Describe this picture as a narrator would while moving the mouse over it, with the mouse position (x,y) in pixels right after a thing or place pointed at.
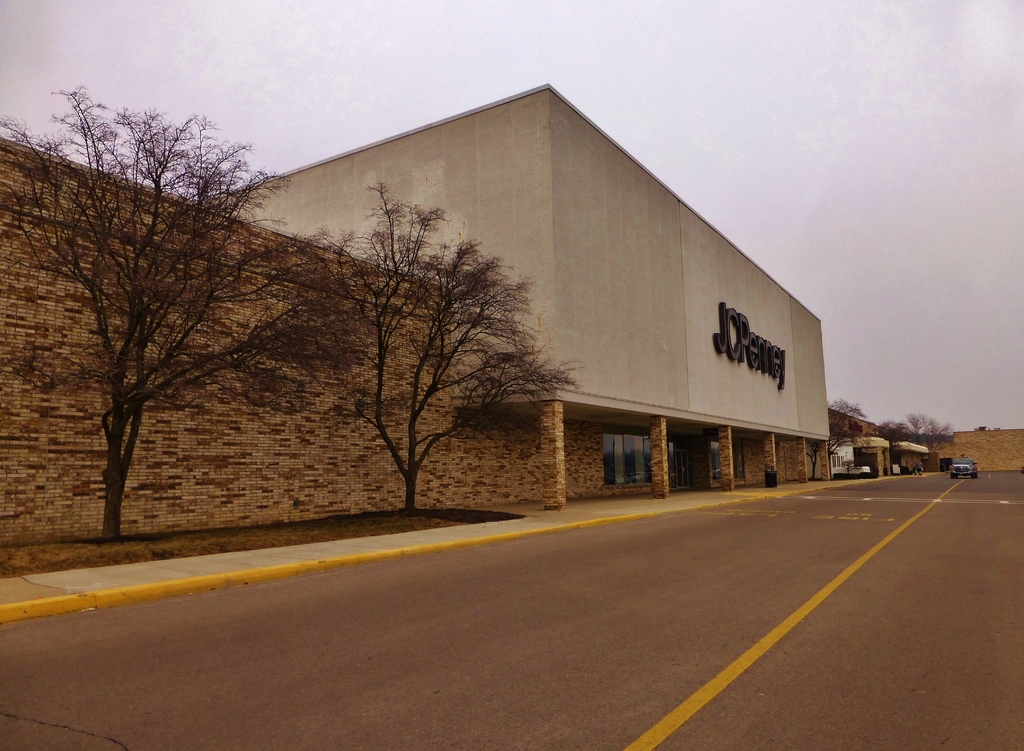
There is road (708,596) on which, there is a vehicle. On the left side (299,547), there is a footpath (71,583), near two trees (471,328) and grass (356,523) on the ground (356,523). Beside the trees (112,413), there is a wall (380,278). There is a building (684,297) which is having hoarding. In the background (842,389), there are buildings (906,443), trees (918,438), wall (996,451) and clouds (775,124) in the sky (529,65).
